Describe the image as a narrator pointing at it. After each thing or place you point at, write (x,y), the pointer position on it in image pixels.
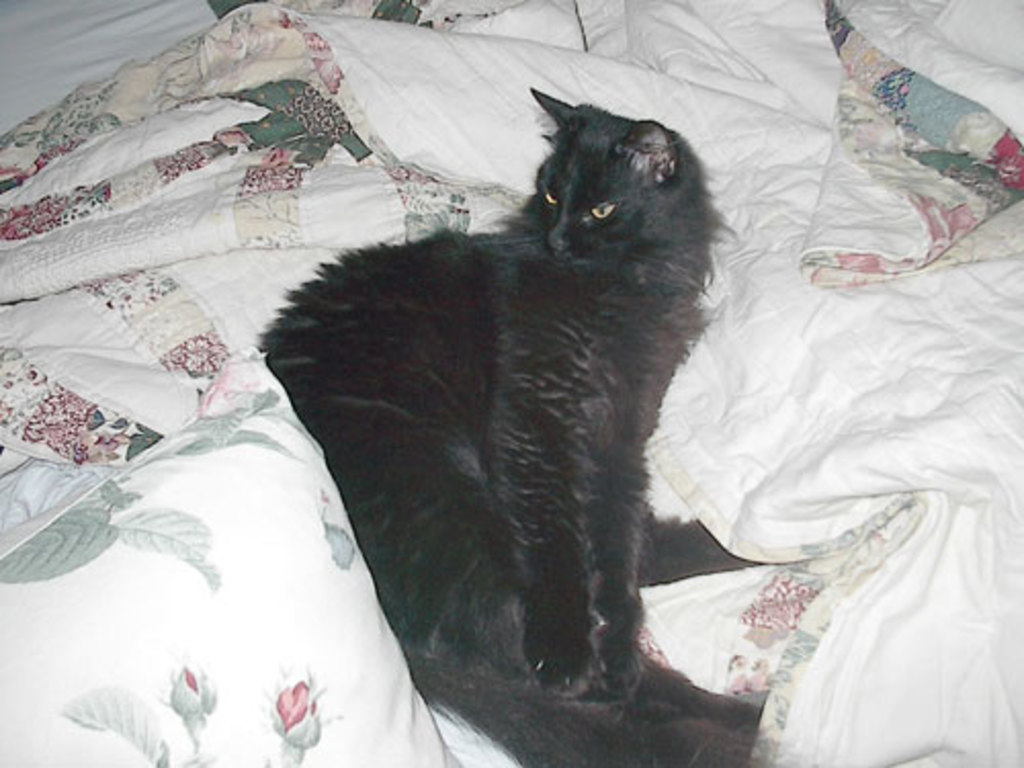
There is a black cat (497,418) sitting on a white bed sheet (469,79).
